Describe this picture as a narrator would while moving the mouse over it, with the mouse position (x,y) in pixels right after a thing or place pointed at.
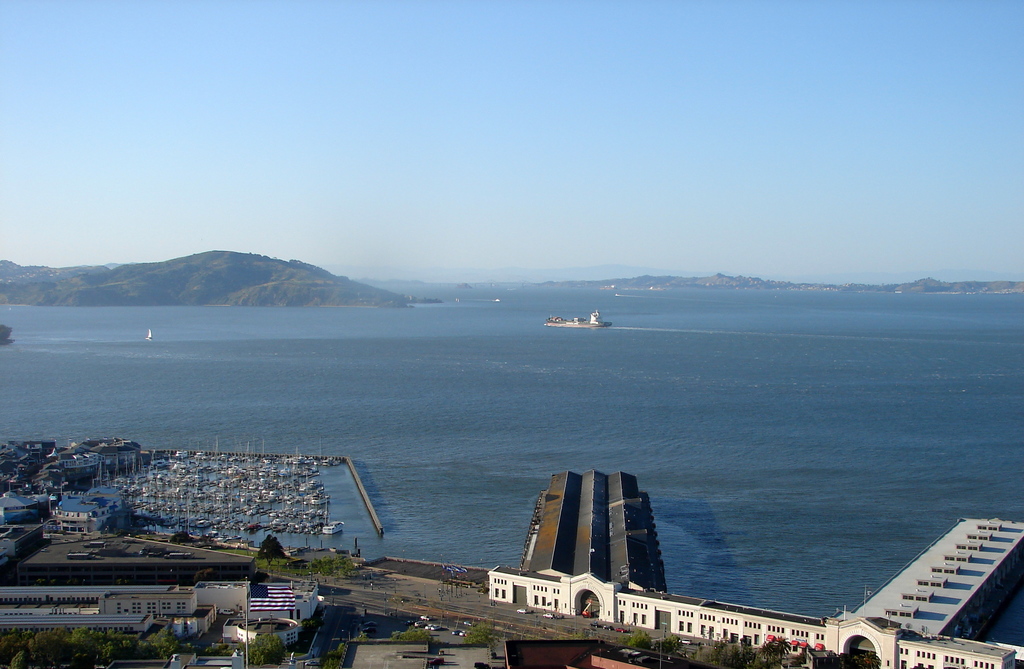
In this image I can see water (458,388). There are buildings (605,666), trees (282,655), vehicles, boats (317,515), poles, hills (105,275) and in the background (375,231) there is sky (514,212).
